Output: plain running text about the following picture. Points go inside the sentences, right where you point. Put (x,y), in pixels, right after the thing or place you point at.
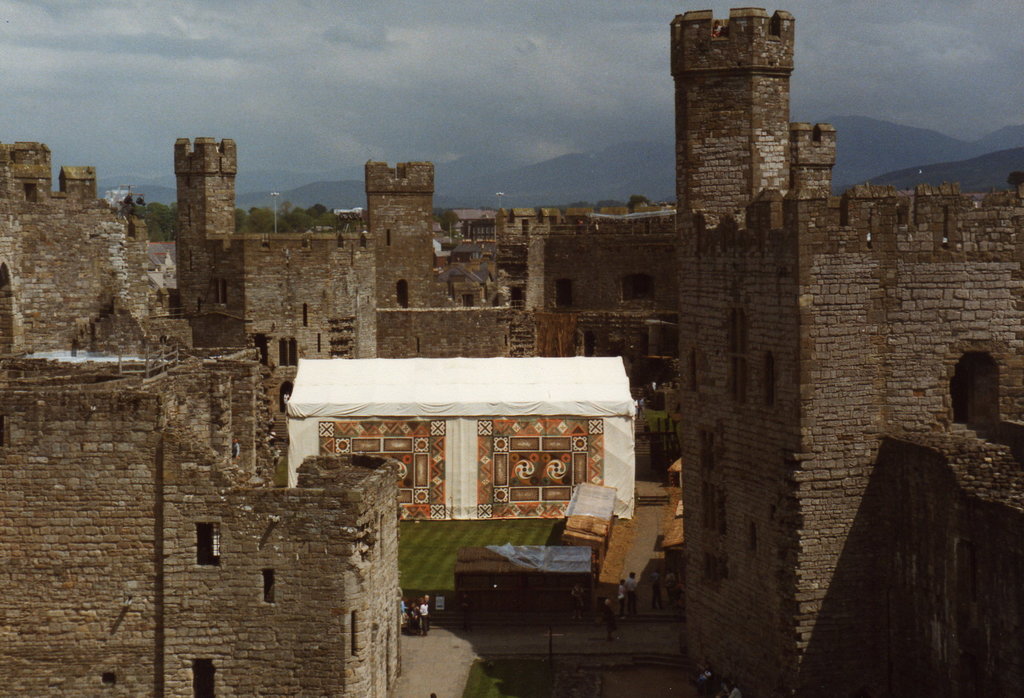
In this image we can see some buildings (52,324), there are a few people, also we can see the tent (478,396), there are mountains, and the sky (380,50).
